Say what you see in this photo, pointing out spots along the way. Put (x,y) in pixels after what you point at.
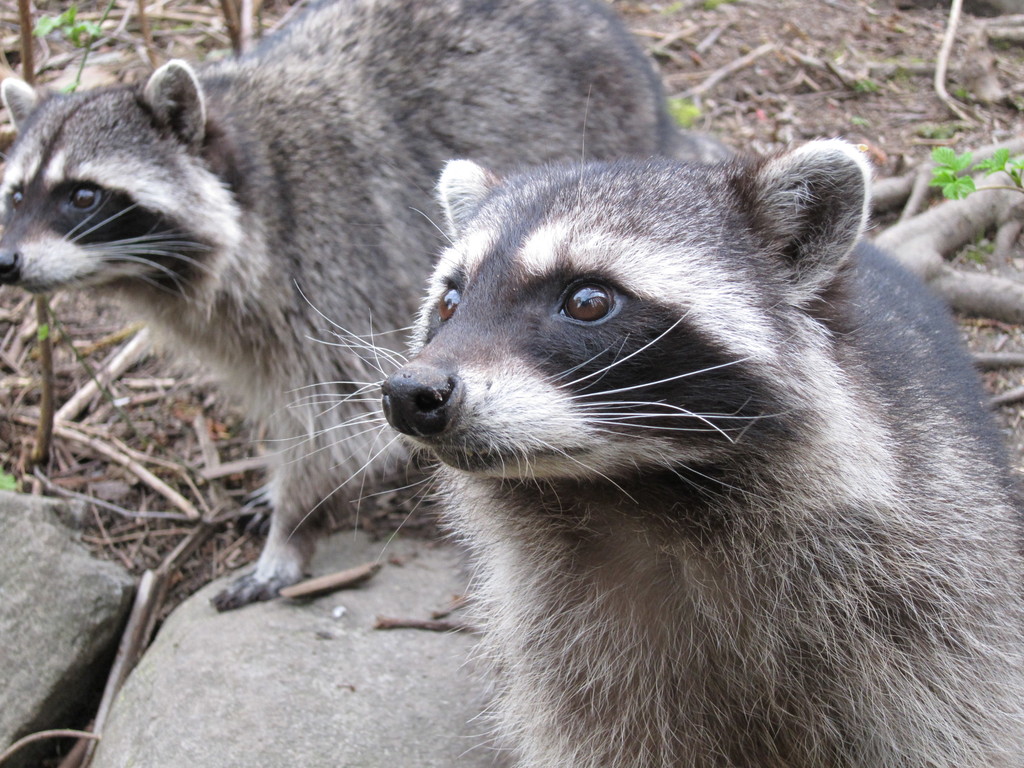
In this image we can see two animals (665,254). We can also see the rocks (196,634), dried stems (197,511) and dried leaves (126,422) and some plants (968,157) on the ground (910,102).
